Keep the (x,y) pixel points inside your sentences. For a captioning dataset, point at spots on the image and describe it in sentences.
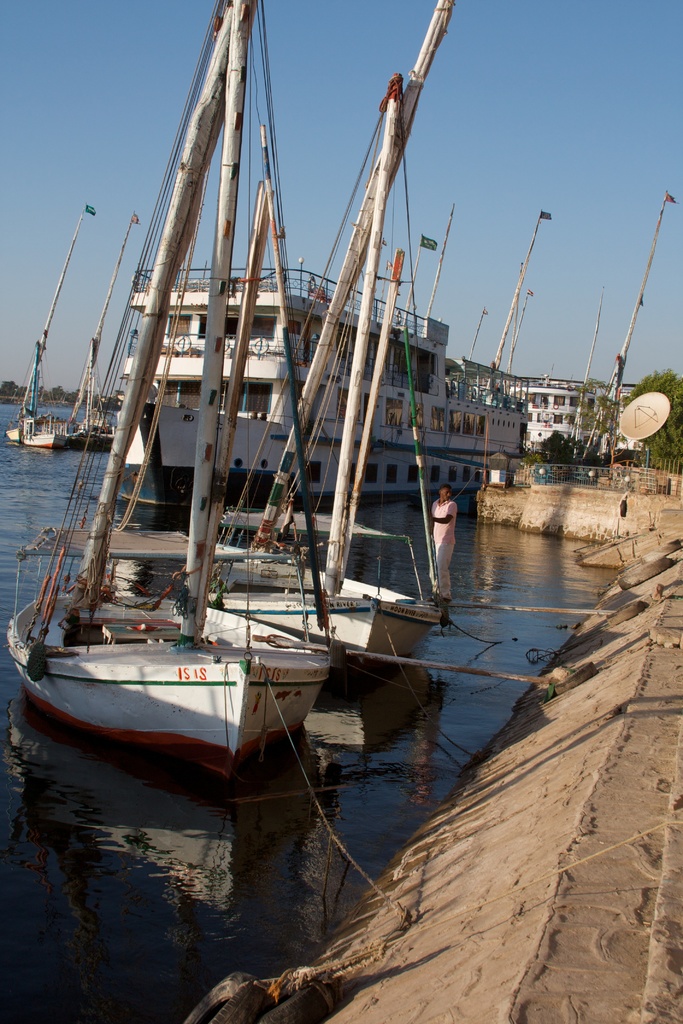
In this image I can see few boats (233,643) on the surface of the water (197,806), a ship (386,403) which is white and green in color and few other boats (110,430) on the surface of the water (30,464). I can see a person (440,600) standing on the boat (436,573). In the background (666,440) I can see few trees (670,430), few other ships (558,398) and the sky (474,187).
